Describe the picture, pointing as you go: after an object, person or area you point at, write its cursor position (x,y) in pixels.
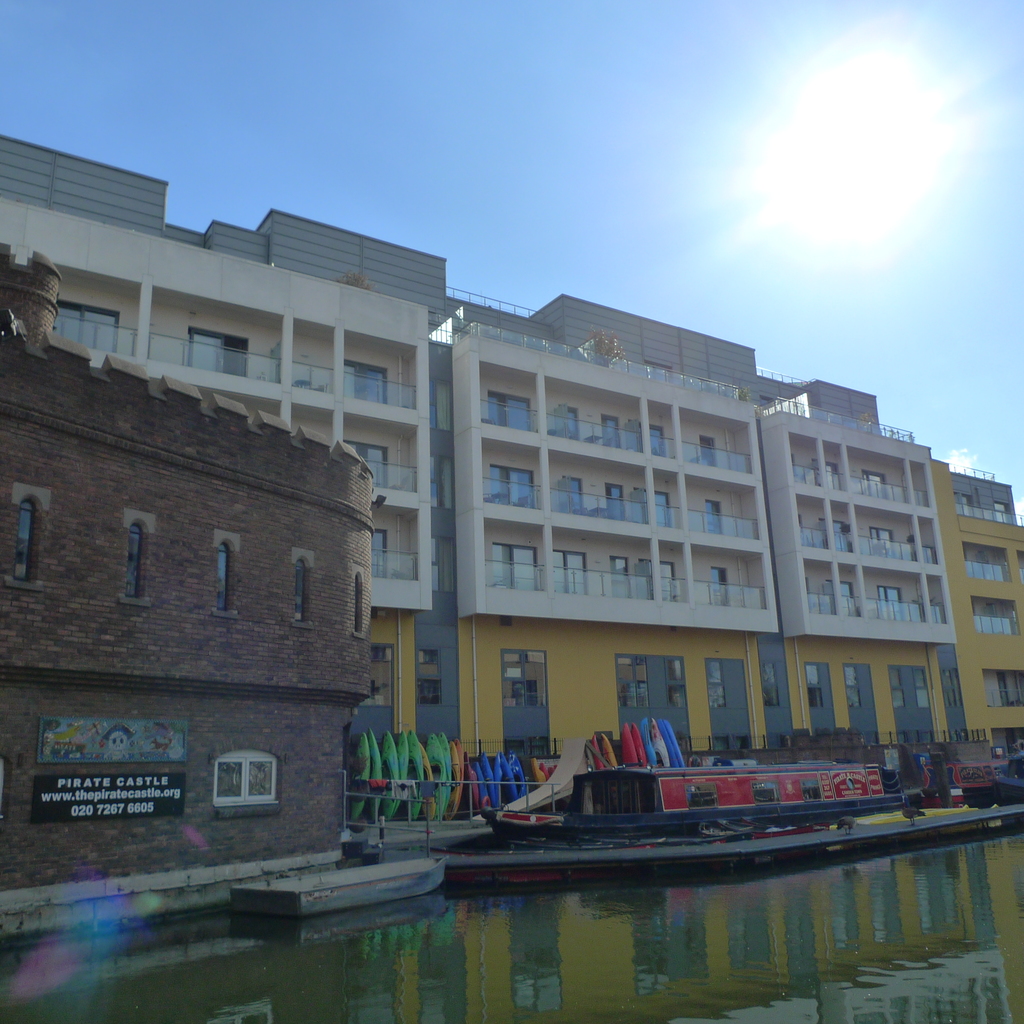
In the picture there is a huge building (477,326), in front of the building (522,699) there is a lake (724,919) and on that there are some boats (342,898).
